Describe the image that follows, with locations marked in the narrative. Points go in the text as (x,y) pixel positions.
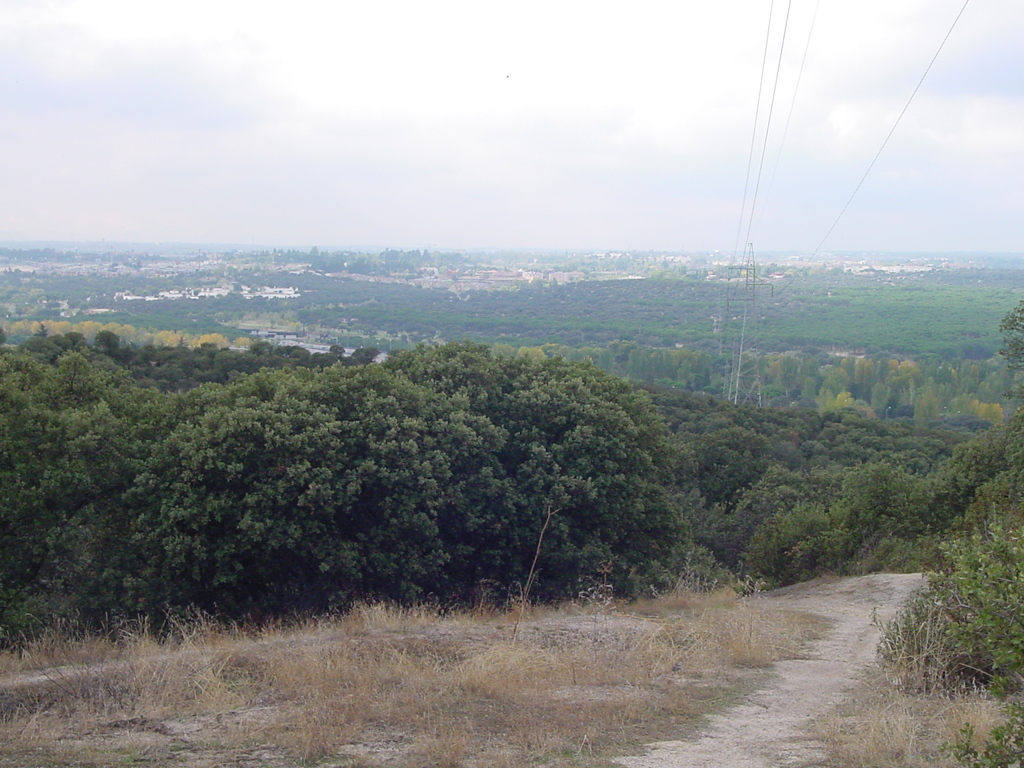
This picture shows trees (474,435) and buildings (272,338) and we see grass (711,673) on the ground (689,625) and a cloudy Sky (561,157).
